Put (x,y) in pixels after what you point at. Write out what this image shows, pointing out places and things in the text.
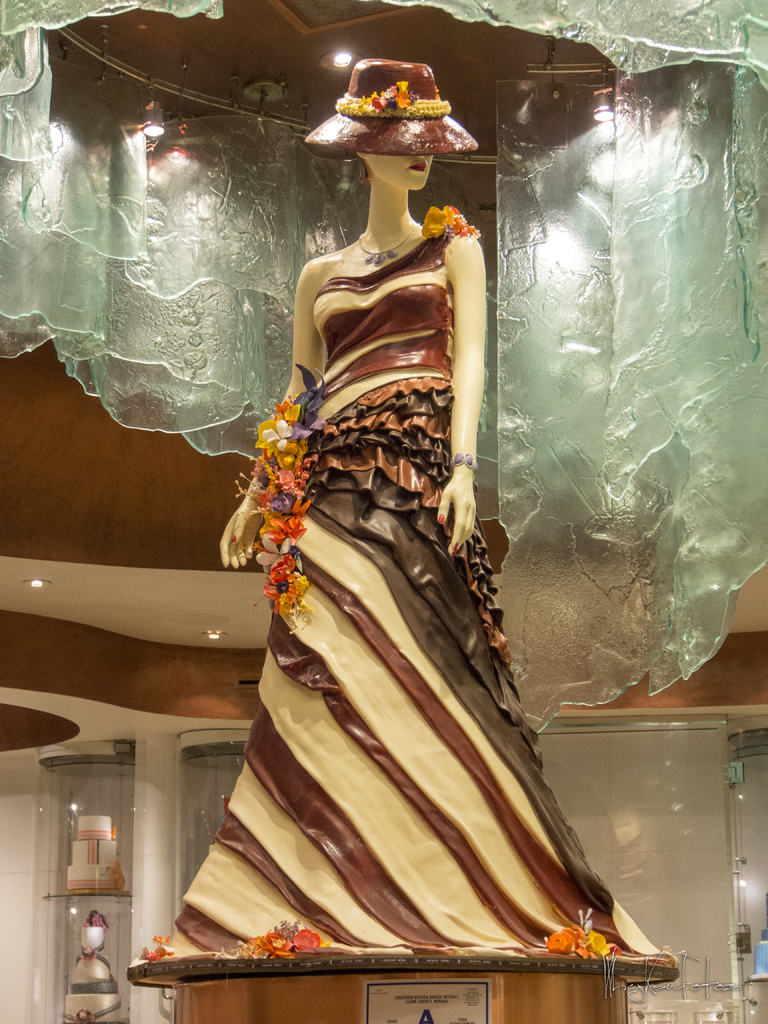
In this image I can see a doll (374,261) is wearing different color dress (327,498). Back I can see inner part of the building (119,458), cakes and pillars (139,881).
